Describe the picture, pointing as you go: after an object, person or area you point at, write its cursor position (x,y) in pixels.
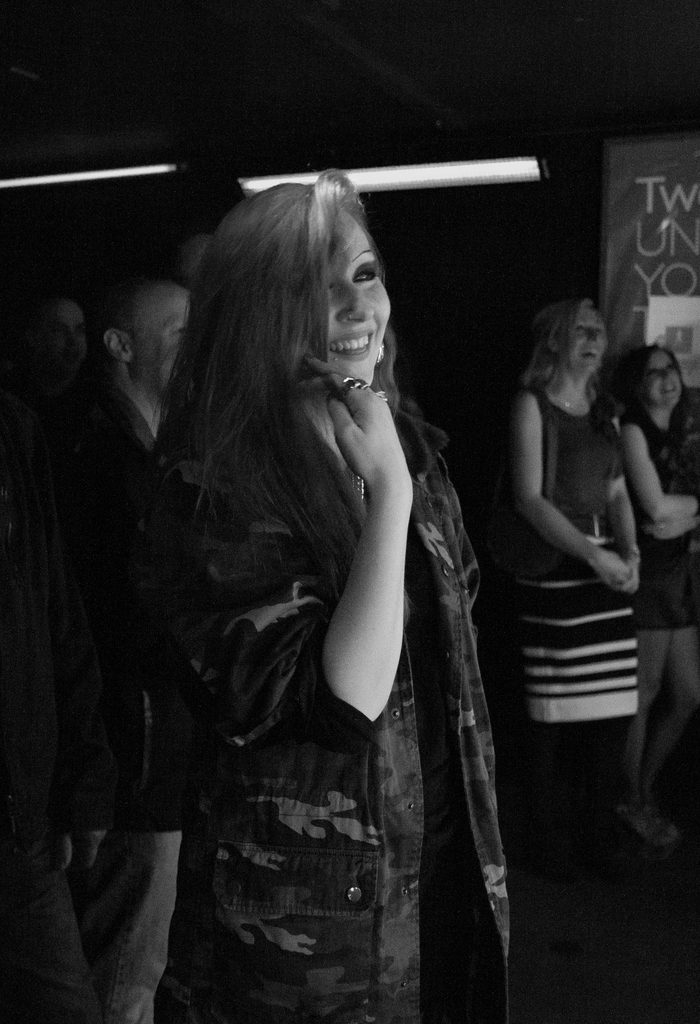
In this image I see 3 women (380,286) who are standing and I see that they're smiling and I see the lights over here. In the background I see few more people (165,429) and I see few words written over here and I see that this is a black and white image.
